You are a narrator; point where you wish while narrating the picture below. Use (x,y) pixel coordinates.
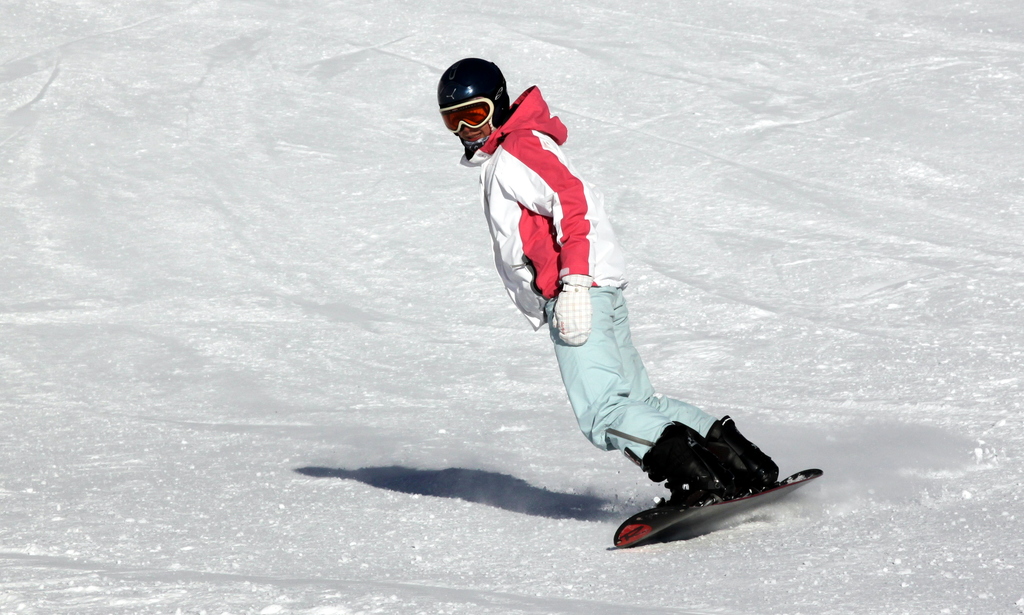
In this picture I can see a person (505,227) wearing a helmet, jacket (545,319), pants (658,414) and shoes (696,444). I can see that the person (597,410) is snowboarding on the snow (300,339).
